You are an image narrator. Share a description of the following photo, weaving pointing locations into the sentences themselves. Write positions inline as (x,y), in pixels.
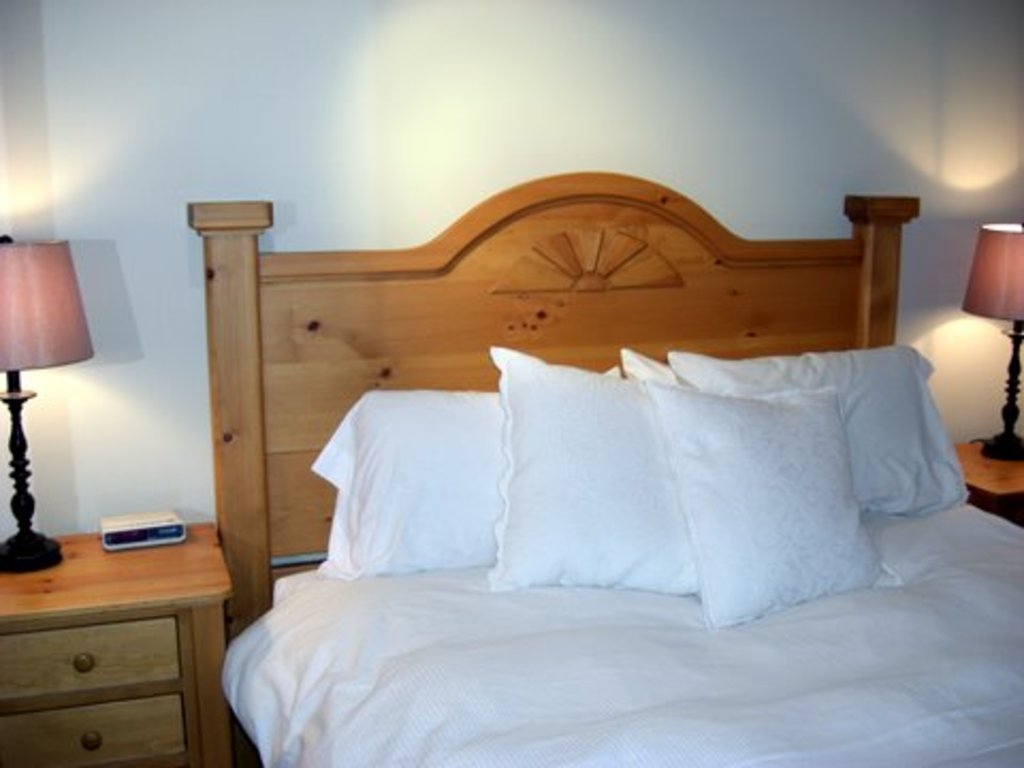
This picture shows a bed (249,236) and we see few pillows (741,390) and couple of lamps (39,546) on the tables (998,460) and we see drawers (58,690) to the table (113,716) and we see a white color wall (689,70) and a box (141,522) on the table (64,673).
